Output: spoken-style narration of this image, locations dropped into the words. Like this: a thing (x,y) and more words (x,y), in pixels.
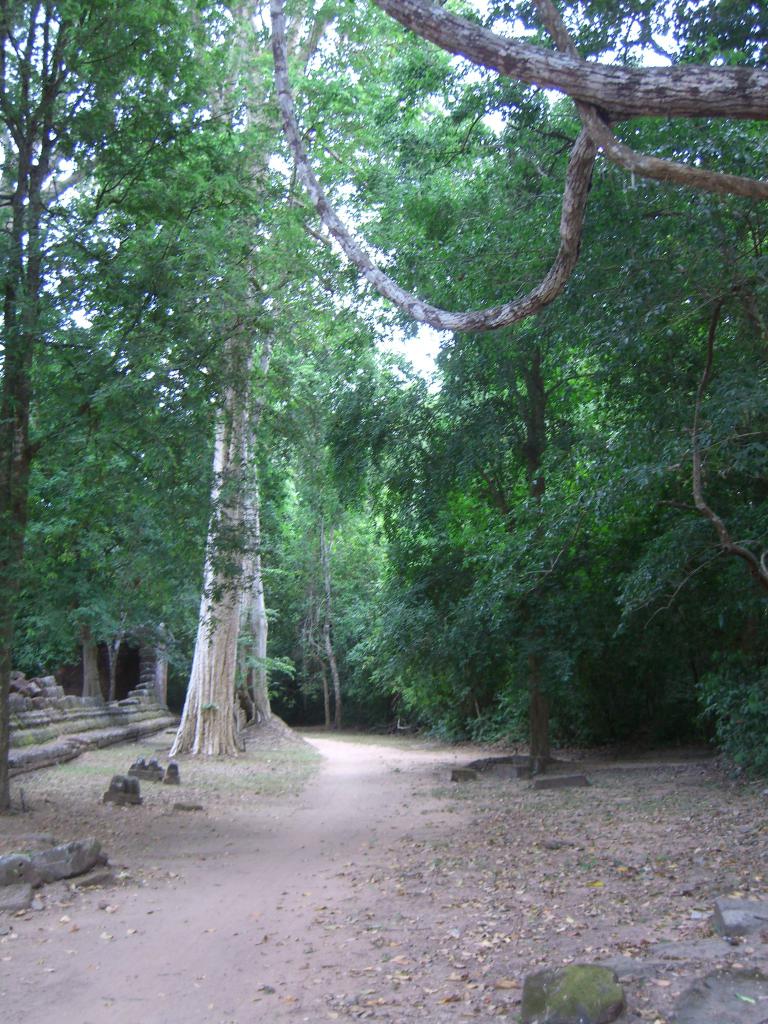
At the bottom of the picture (304,860), we see the pavement (397,947), stones (568,1013) and dried leaves (464,919). On the right side (582,607), there are trees (555,701). On the left side (19,708), we see a staircase (54,735). There are trees (294,364) in the background (318,385).
